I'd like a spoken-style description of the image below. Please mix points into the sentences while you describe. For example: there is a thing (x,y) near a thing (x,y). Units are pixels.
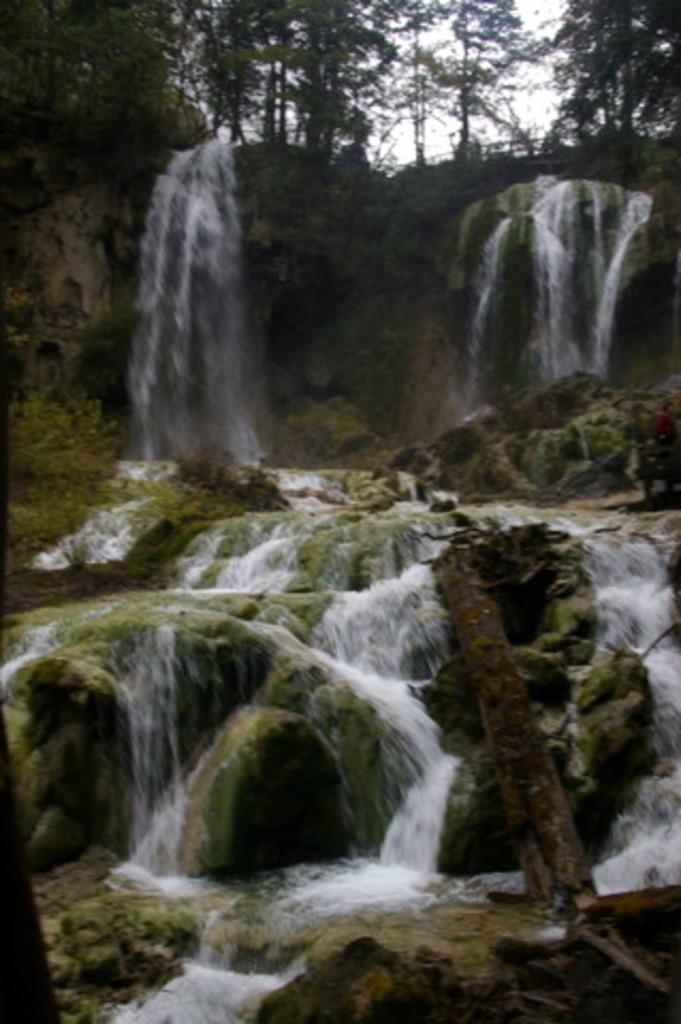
This is an outside view. Here I can see some waterfalls (203,241). On the right side (502,705), I can see a trunk (518,721). At the top (287,71) there are some trees (178,57).
